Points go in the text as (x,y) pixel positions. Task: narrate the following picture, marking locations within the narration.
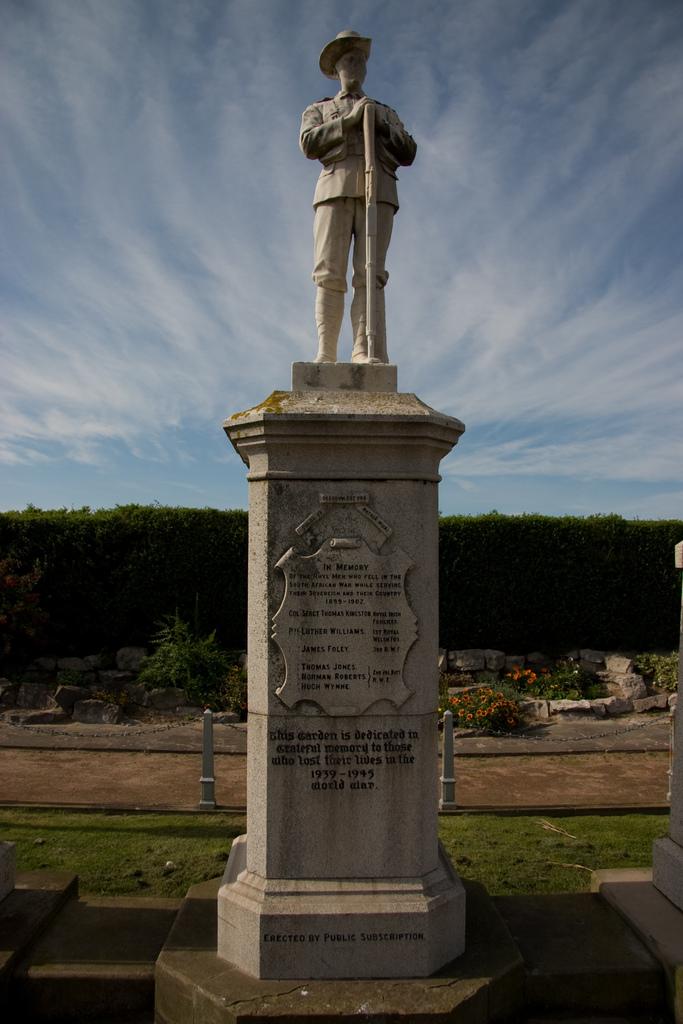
In this image in the center (335,607) there is a pillar (337,669) and on the top of the pillar (314,424) there is a statue (371,322) and on the pillar (380,611) there is some text (386,639) written on it. In the center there is grass (546,851) on the ground (520,854) and in the background (199,609) there are trees (449,638) and flowers (589,692) and the sky (224,235) is cloudy.
